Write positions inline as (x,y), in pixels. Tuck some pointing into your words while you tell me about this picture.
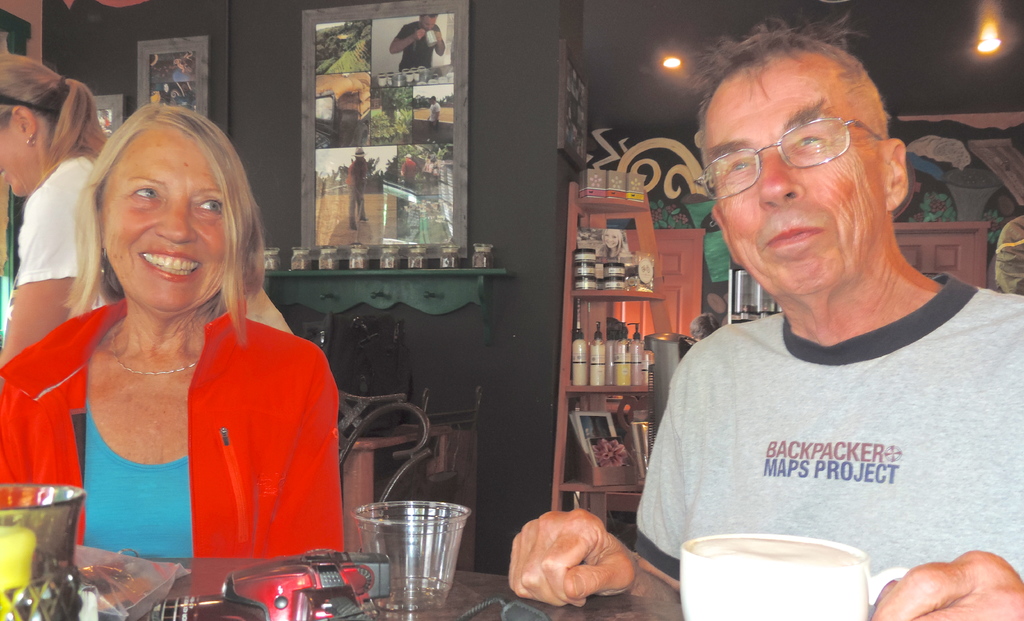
An old couple (242,402) are sitting at a table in a coffee shop (545,464) with a woman (66,293) in the background (38,144).
